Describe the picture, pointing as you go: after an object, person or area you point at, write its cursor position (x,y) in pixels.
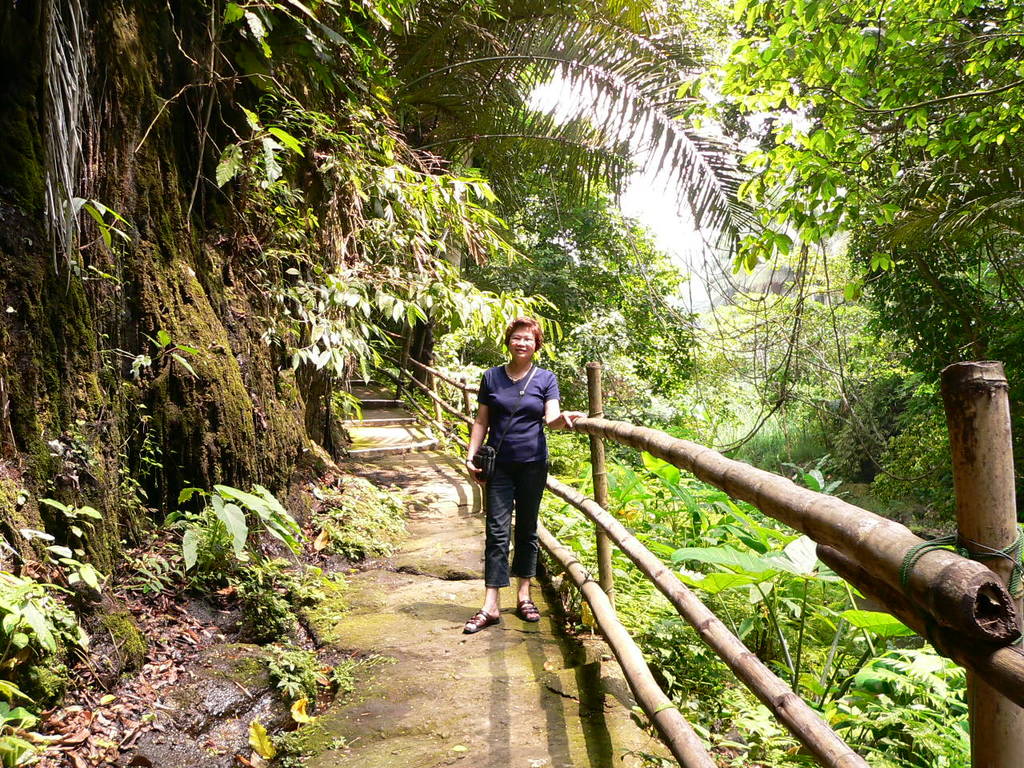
In this image, we can see a person (510,481) and the fence (652,447). We can see the ground (406,711). We can see some grass (279,567), plants (181,514) and trees (927,348). We can also see the sky (763,266).
